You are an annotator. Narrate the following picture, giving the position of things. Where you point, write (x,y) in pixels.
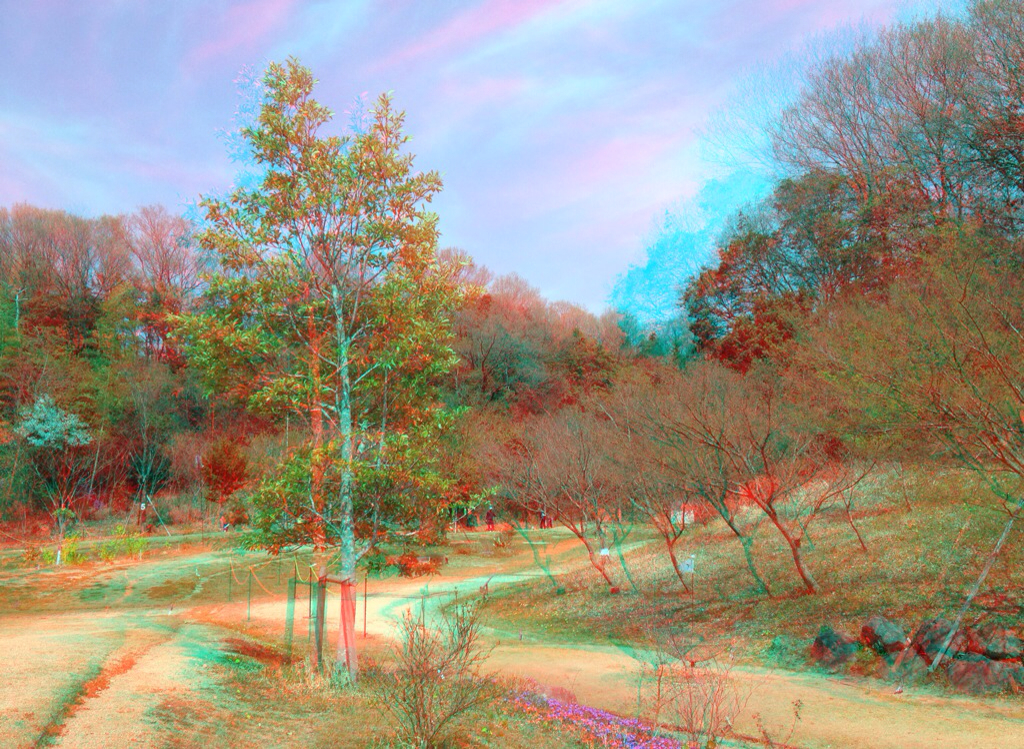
In this image we can see few trees (384,429), plants (534,685) and the sky (397,62) in the background (582,130).
